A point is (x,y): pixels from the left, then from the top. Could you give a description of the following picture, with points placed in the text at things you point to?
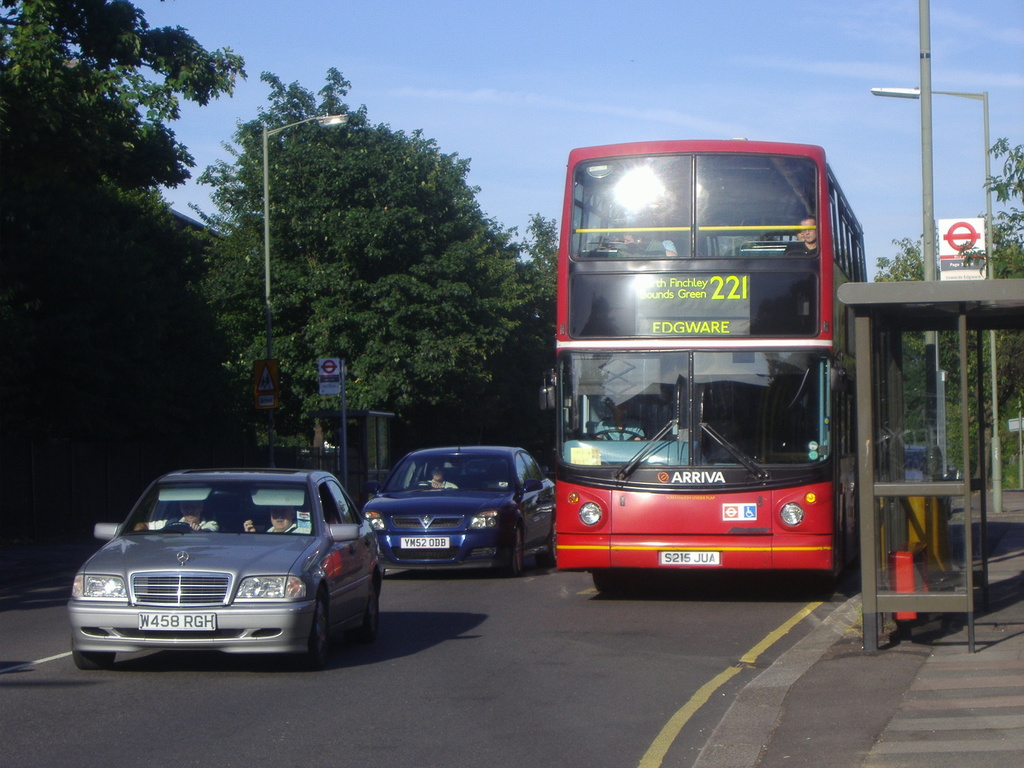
We can see vehicles (417,480) on the road (394,578), inside these vehicles (410,504) there are people (438,491). Right side of the image (957,328) we can see shed (980,311). Background (367,396) we can see lights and boards (958,228) on poles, trees (295,348) and sky (706,69).
